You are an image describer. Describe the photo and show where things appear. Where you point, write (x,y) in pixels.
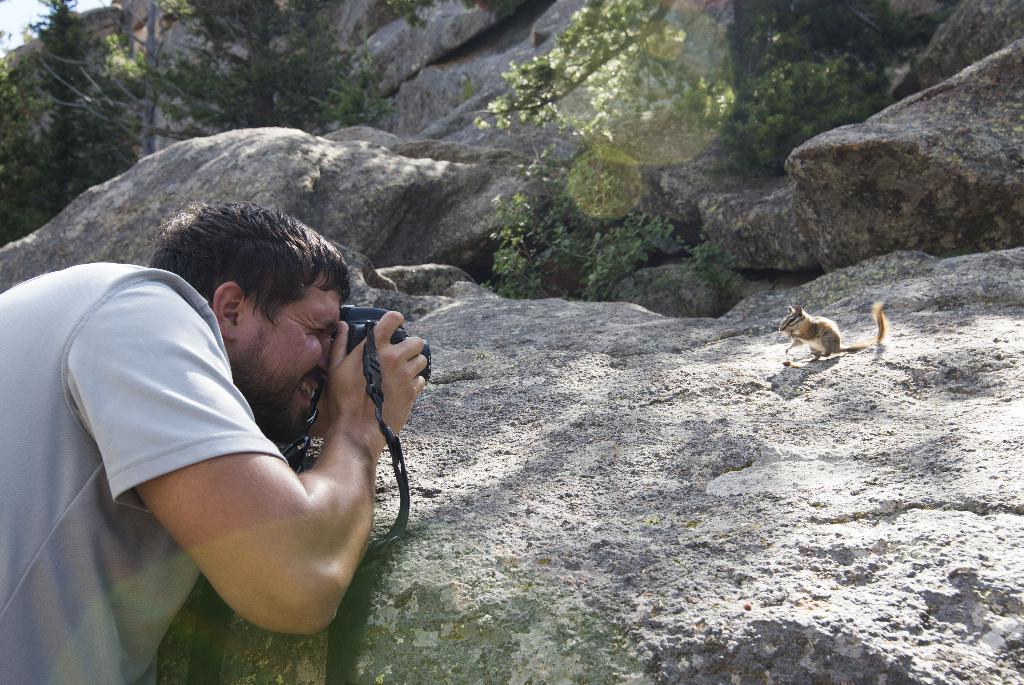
In this image we can see a man (236,460) who is wearing white color t-shirt (182,393) and holding camera (379,312) in his hand (358,351). Right side of the image (934,504) mountain (483,256) is there. On mountain (930,387), squirrel (817,321) is present and few plants (335,95) are there.
